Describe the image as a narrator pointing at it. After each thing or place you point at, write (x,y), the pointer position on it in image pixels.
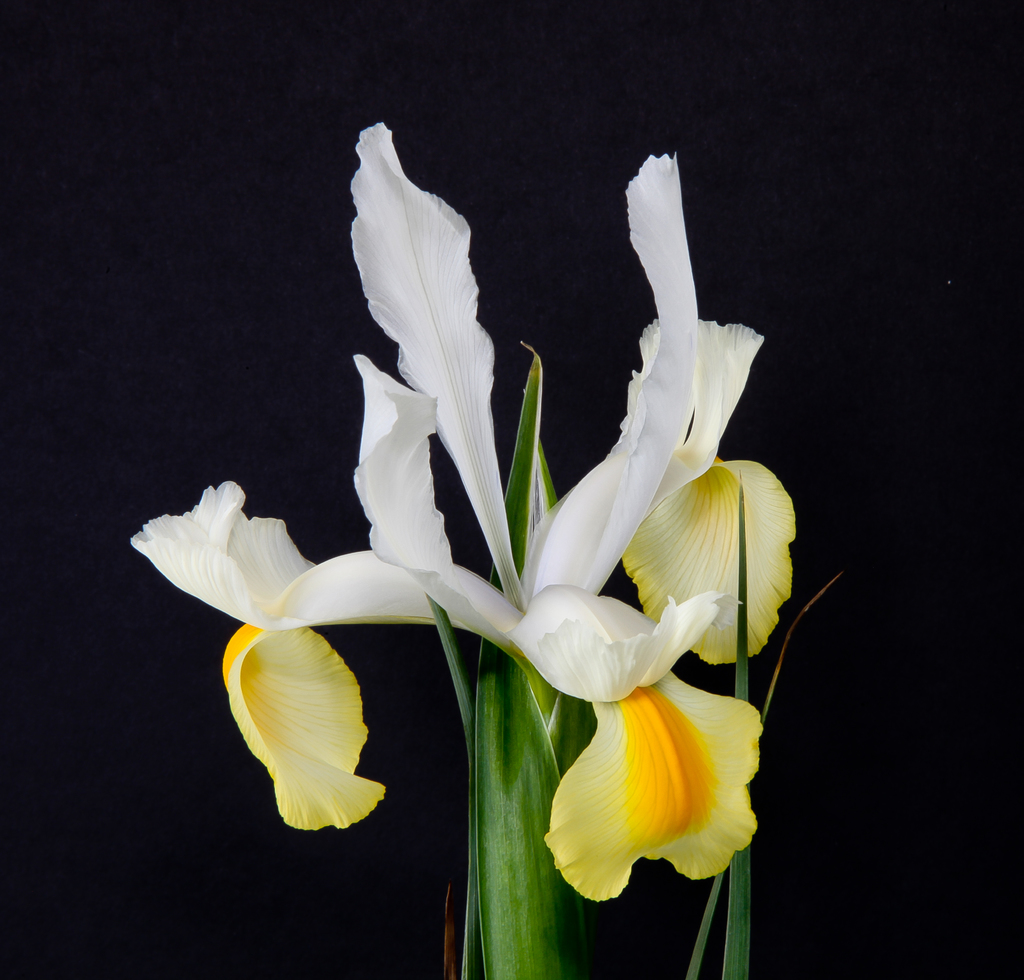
This image consists of a flower (639,520) in white and yellow color. At the bottom (532,857), there is a plant (501,857) along with leaves (501,834). The background (57,800) is too dark.
